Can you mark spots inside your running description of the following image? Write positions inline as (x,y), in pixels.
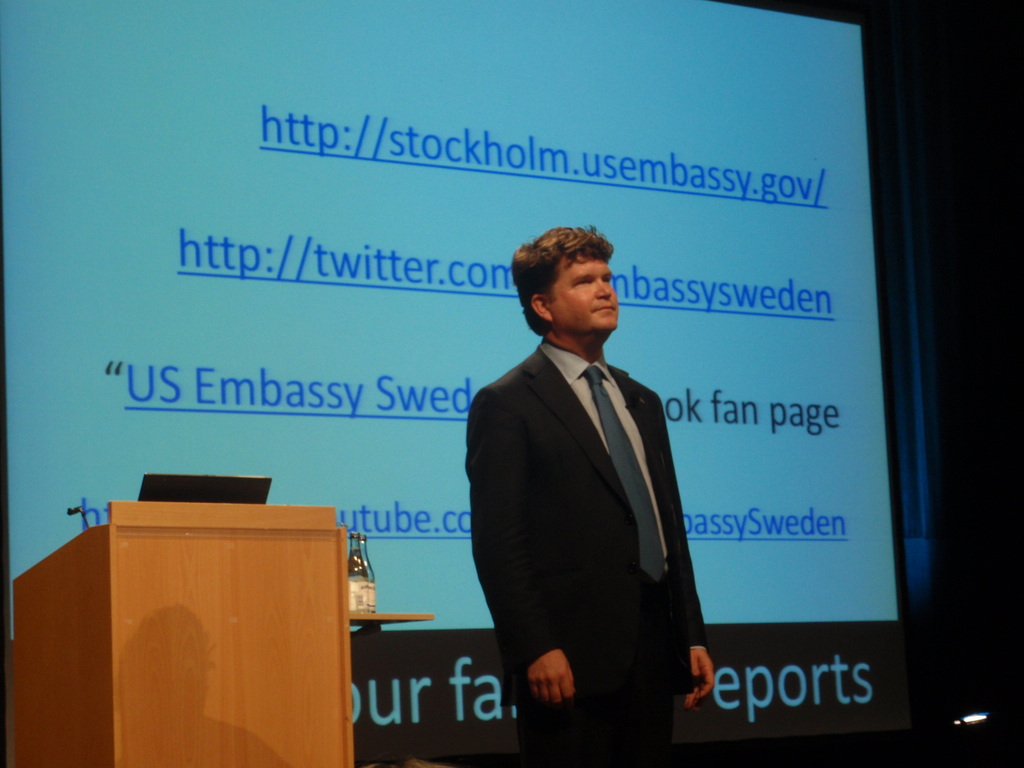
In the image there is a man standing beside a table (280,603) and there are two bottles (358,606) kept beside that table (383,613) and in the background (402,126) there is a projector screen (458,219) and something is being displayed on that screen (421,381).
